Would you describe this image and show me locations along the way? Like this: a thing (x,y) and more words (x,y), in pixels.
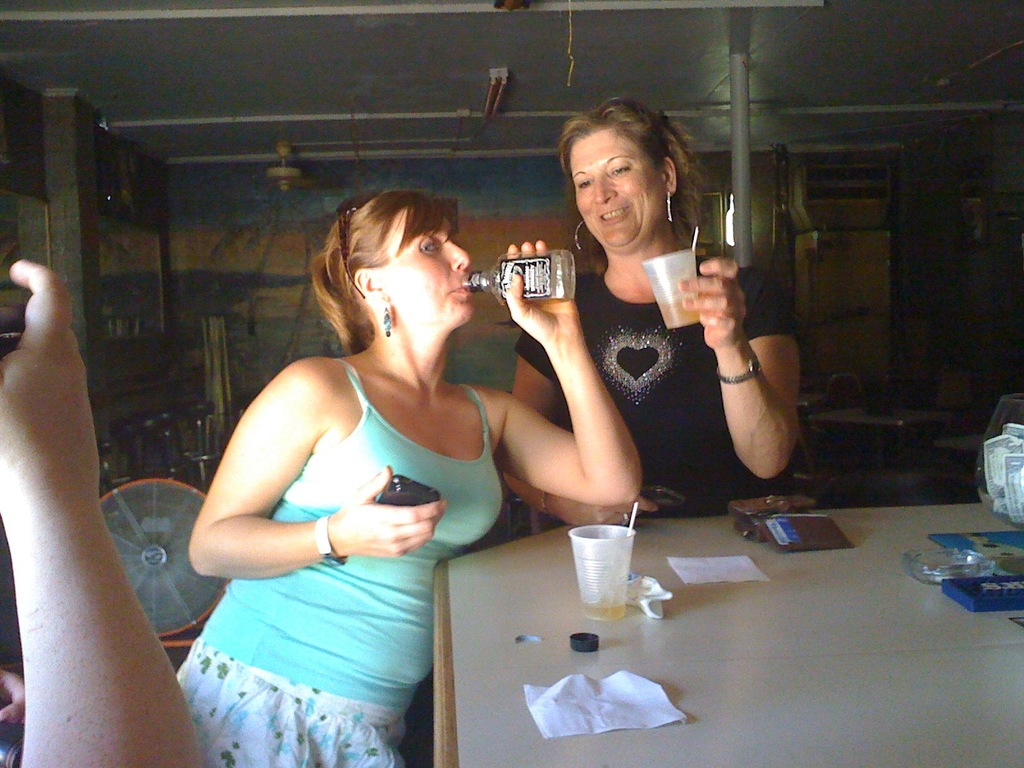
In this picture we can see two persons (678,479) standing and there is a table (817,711). On the table (573,568) there is a glass (589,606), paper (617,700), and a bowl (965,564). Here we can see she is drinking. On the background (463,328) there is a wall (309,236). And this is the pole (744,155).
